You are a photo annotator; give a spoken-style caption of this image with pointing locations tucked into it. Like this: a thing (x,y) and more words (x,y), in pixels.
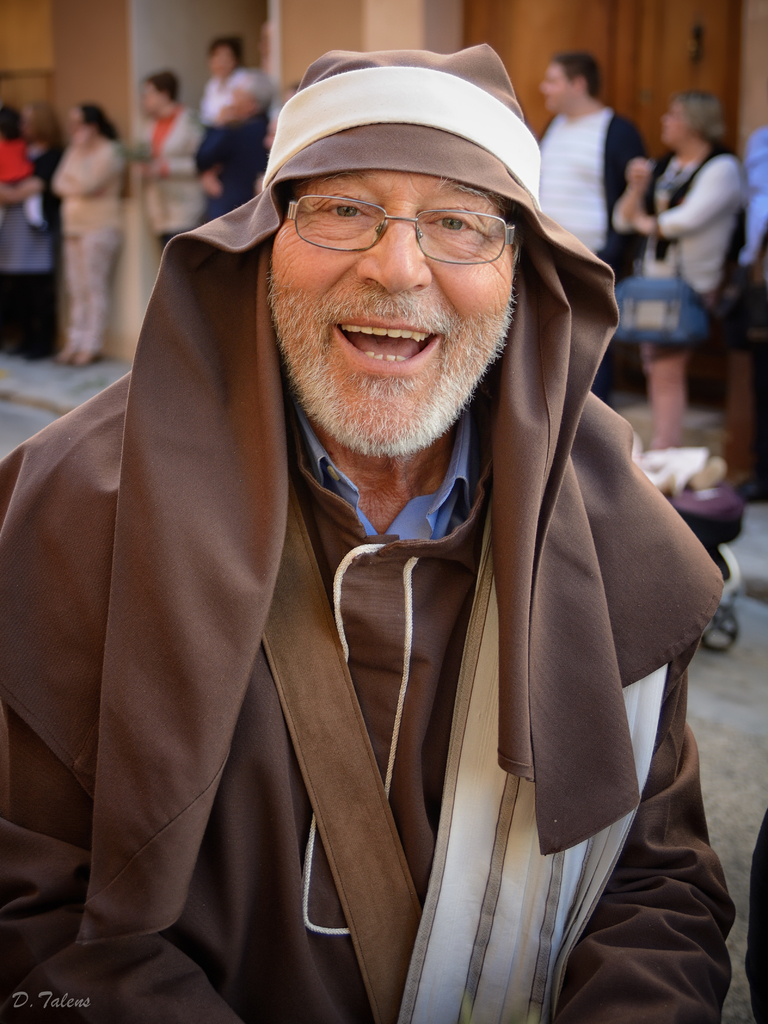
This is the man (304,376) standing and smiling. In the background (85,190), I can see groups of people (262,91) standing. This looks like a building (611,32). I can see the watermark (47,1002) on the image.
